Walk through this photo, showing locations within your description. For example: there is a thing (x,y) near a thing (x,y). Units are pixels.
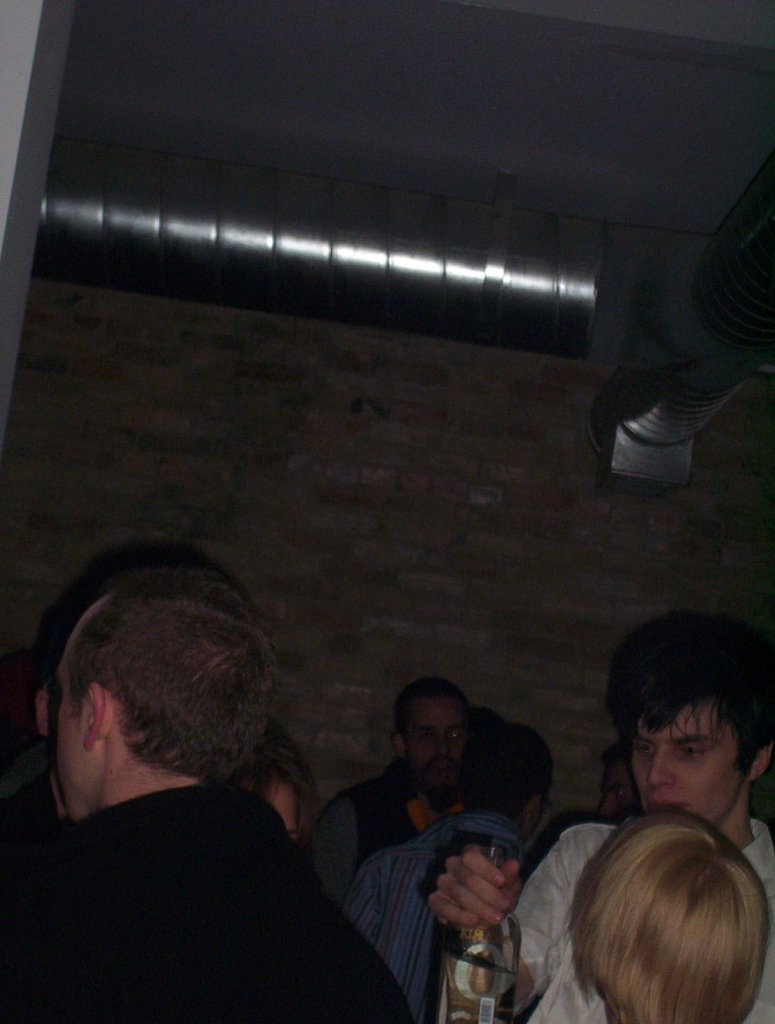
This is an image clicked in the dark and it is an inside view. At the bottom of the image (218,864) I can see few people (631,865). There is a man (584,848) is holding a wine bottle (479,943) in the hand (452,909). At the back of these people (167,959) I can see a wall (458,557) to which a metal rod (304,257) is attached.
